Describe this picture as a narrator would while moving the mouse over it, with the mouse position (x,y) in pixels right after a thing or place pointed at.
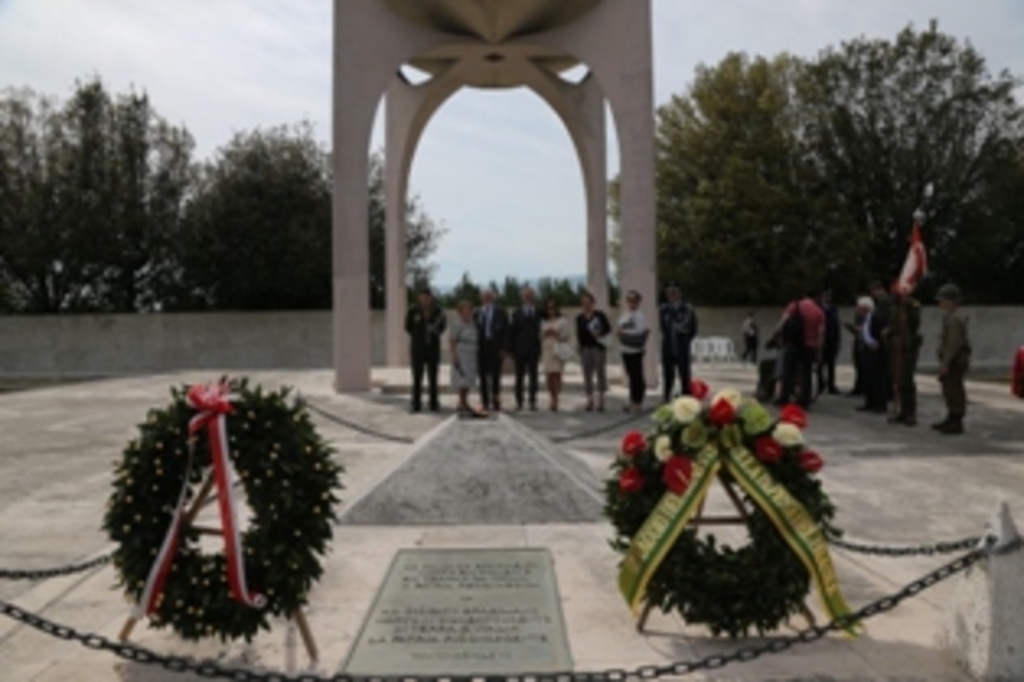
In this image, there is an outside view. There is a flower wreath (799,469) in the bottom right (706,550) and in the bottom left of the image (291,527). There are some persons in the middle of the image (646,311) standing and wearing clothes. There is an arch (457,28) at the top of the image (450,40). There are some trees (296,206) in the top left (115,199) and in the top right of the image (901,125).
